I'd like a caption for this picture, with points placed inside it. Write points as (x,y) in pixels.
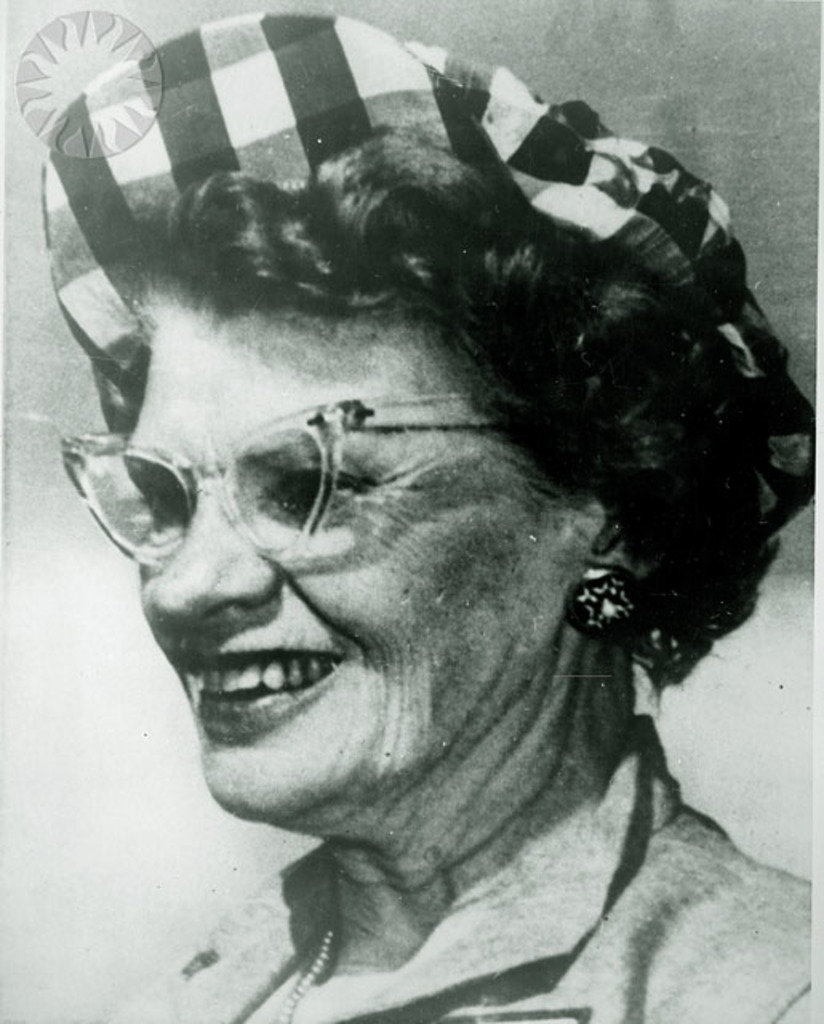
This is the picture of a woman (523,541) having a beautiful smile (248,673) on her face (263,671). She wore spectacles (294,465) and beautiful earrings (600,600). She has a short hair (599,278). And she wore a cap (95,351) on her head (519,395).
